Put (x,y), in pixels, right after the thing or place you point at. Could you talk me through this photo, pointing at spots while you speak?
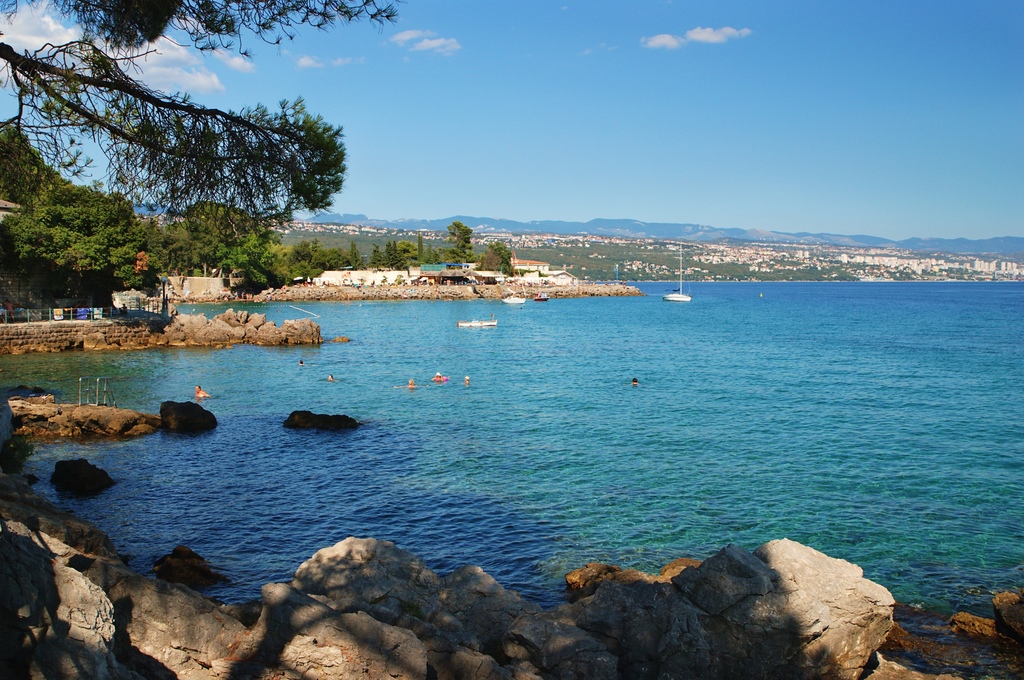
In this image there is water (536,373) and we can see a boat (476,318) on the water (491,343). At the bottom (480,647) there are rocks (133,631). In the background (82,186) there are trees (786,277), hills (725,263) and sky (628,149).
